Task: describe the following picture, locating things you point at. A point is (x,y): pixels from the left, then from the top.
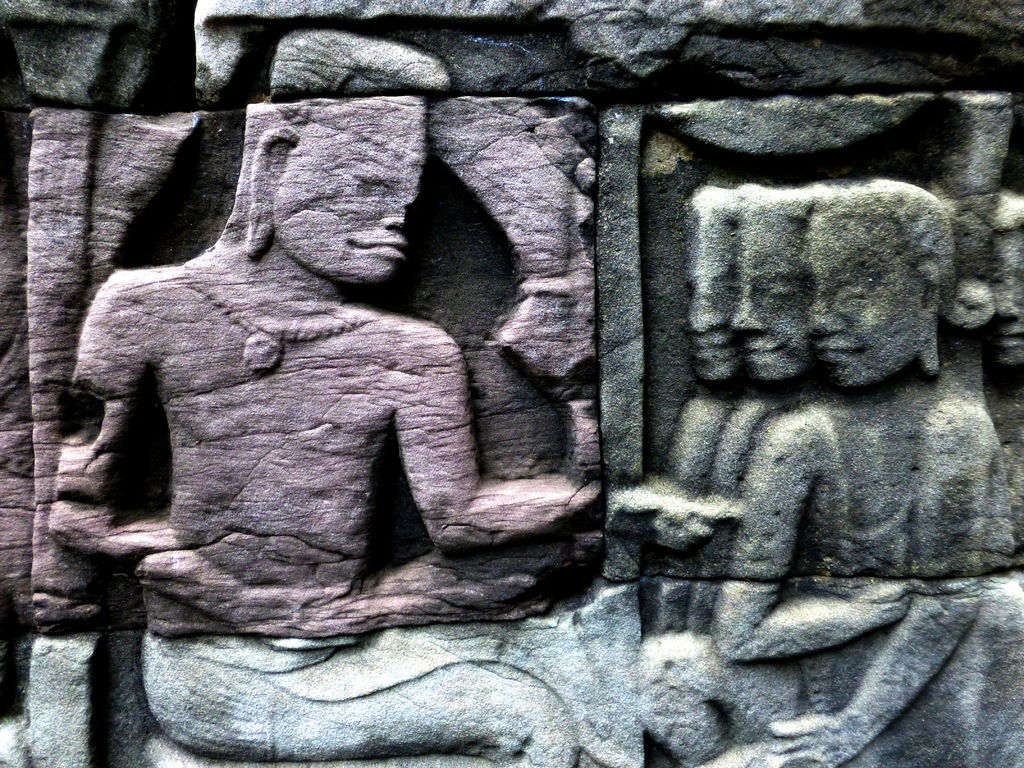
In this picture we can see carvings of people (499,600) on the stone (243,614).
